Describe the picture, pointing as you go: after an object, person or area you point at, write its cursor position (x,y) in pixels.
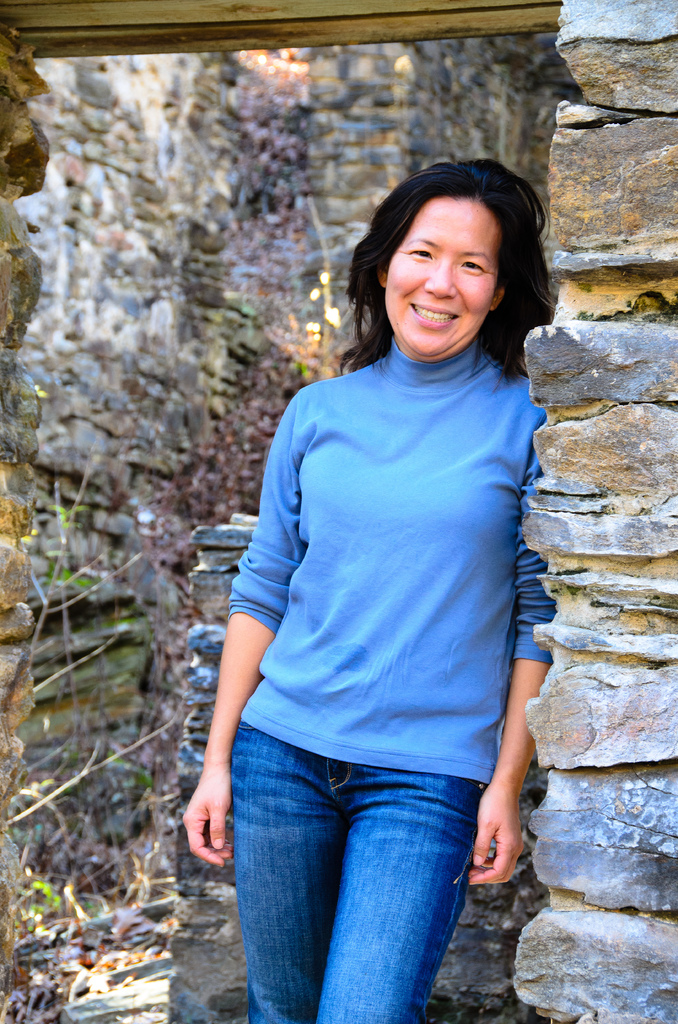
In this image we can see a woman (260,968) and she is smiling. In the background (373,93) we can see wall (180,990).
